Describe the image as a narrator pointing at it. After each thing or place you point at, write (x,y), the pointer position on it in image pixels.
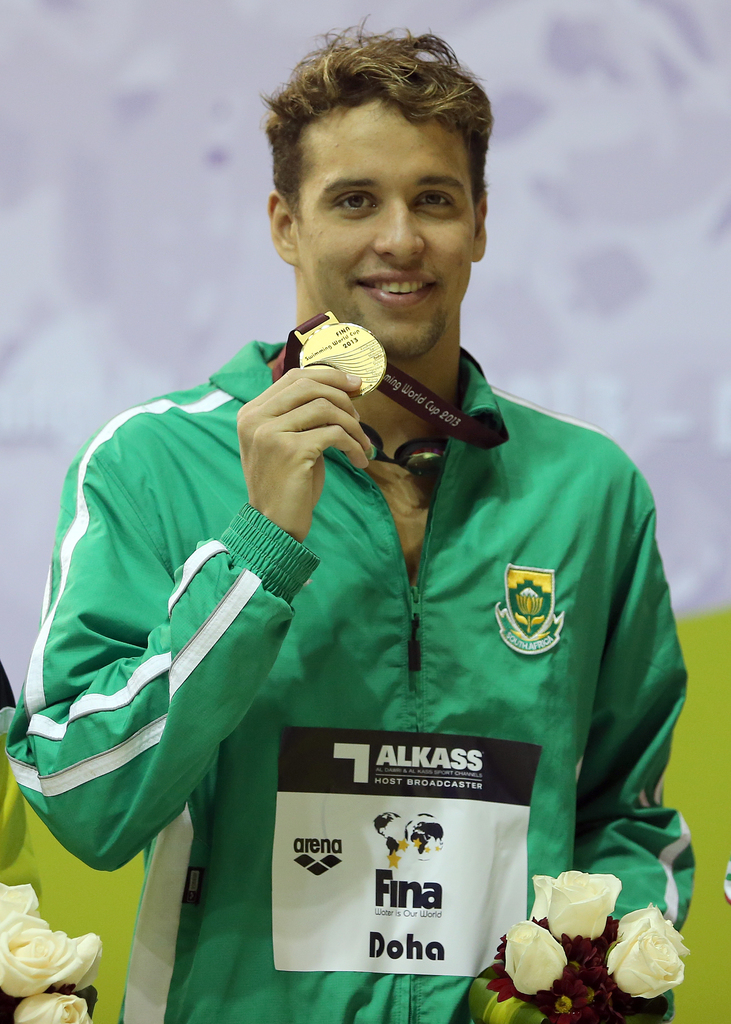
In this picture we can see a man (437,637) is standing and smiling, he is holding a medal (364,372) and flowers (603,957), at the left bottom (30,963) we can see flowers (31,972), there is a blurry background (143,146).
